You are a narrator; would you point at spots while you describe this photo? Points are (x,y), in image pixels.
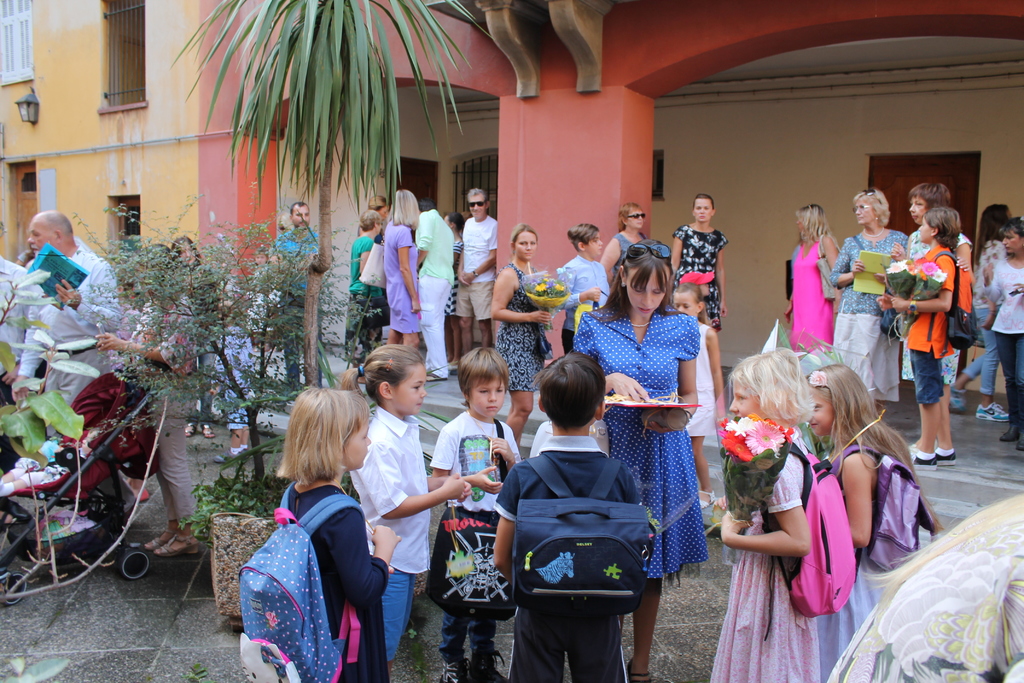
In this picture we can see a few kids (529,498) wearing bags (563,506) and standing on the path (715,592). There is a girl (733,574) wearing a pink bag (839,533) and holding a flower bouquet (771,486) in her hands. We can see a woman (608,418) holding an object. There is a person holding an object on the left side (89,259). Few people (869,318) are visible at the back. There is a flower pot (233,518) and a plant (256,385) on the path (209,609). We can see some people (519,379) are standing inside the building (24,155). There is a lantern (33,106) and a few windows (23,45) are seen in this building (553,10).
